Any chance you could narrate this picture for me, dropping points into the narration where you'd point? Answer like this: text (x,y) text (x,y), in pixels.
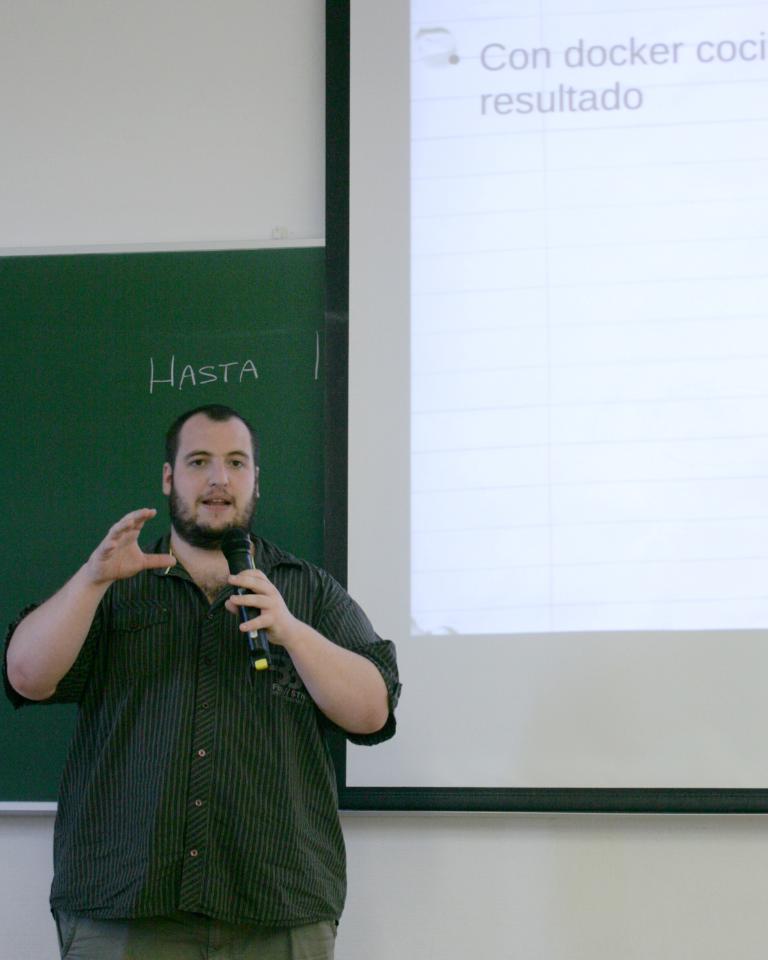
In this image I can see a person (251,692) standing, holding a microphone (248,561). There is a green board (209,301) and a projector display (496,471) at the back (40,583).
